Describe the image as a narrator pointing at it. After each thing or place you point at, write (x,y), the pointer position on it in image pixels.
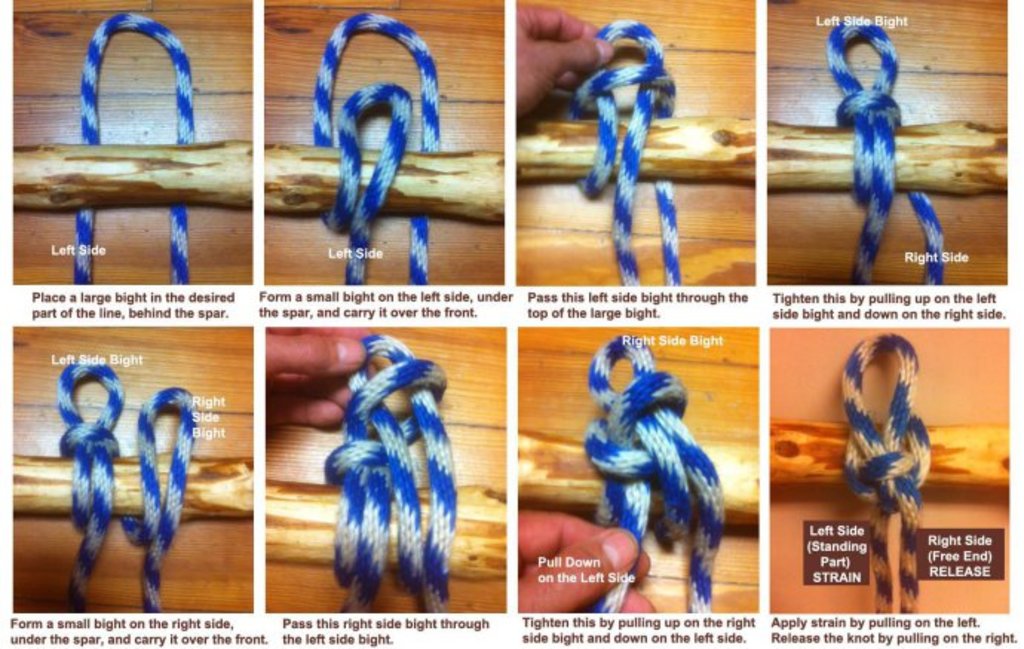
This is a collage image in this picture, there are eight pictures in all the pictures there is a stick (665,141) and thread (870,479), in three pictures there is a hand (575,514) and there is some text (210,626) over the pictures and below the pictures.
